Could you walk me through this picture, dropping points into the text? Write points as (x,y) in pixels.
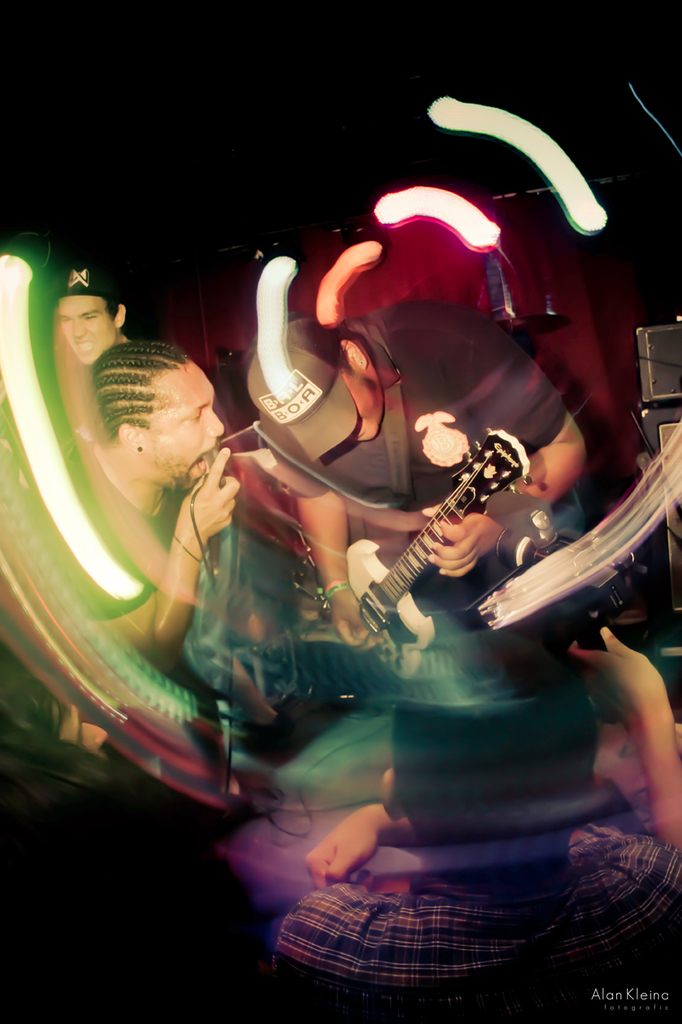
There are group of musicians (184,482) in this image performing.
